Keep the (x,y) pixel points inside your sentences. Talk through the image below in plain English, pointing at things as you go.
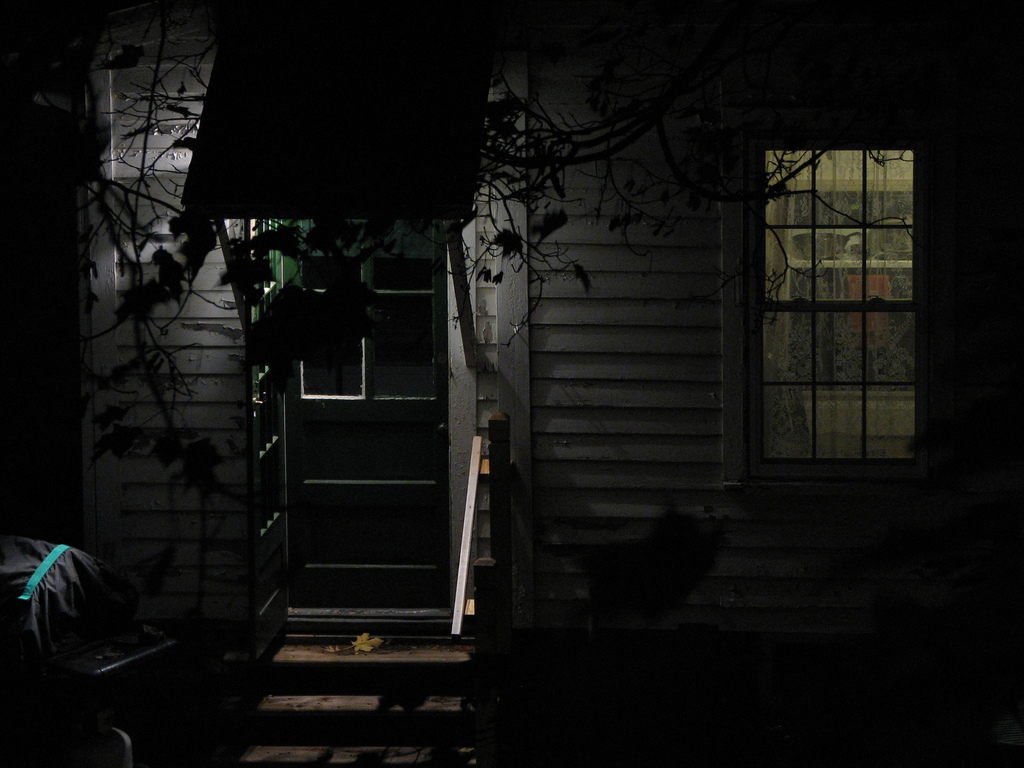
In this picture I can see a house (505,365) which has a window (828,400), door (405,539) and steps (352,697). I can also see tree (327,331) and other objects (127,638).
